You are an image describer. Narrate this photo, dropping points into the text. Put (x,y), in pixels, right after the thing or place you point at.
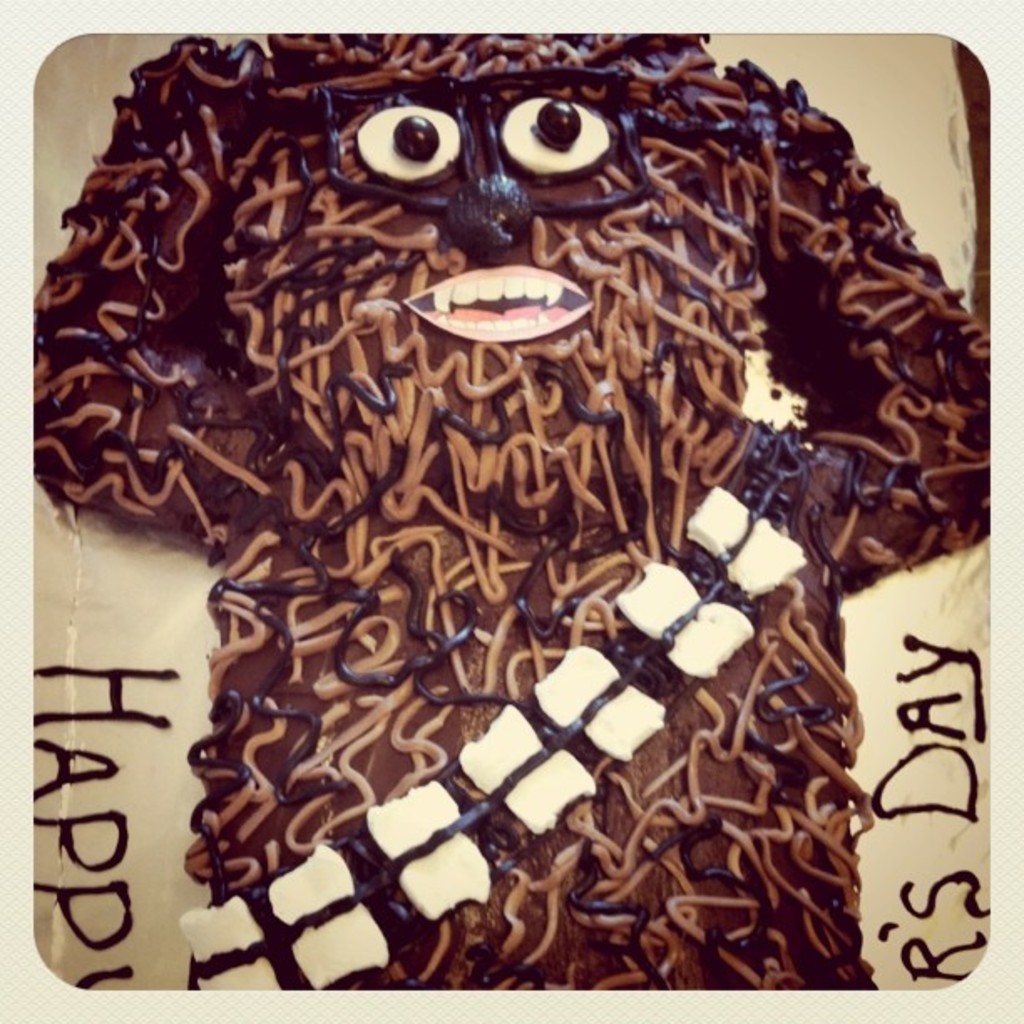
Here in this picture we can see a cake (182,254) designed as a person body (505,195) present on the table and in the middle of it we can see eyes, nose (483,209) and mouth (474,292) designed and we can see happy day wishes (131,712) also written on the side of it.
